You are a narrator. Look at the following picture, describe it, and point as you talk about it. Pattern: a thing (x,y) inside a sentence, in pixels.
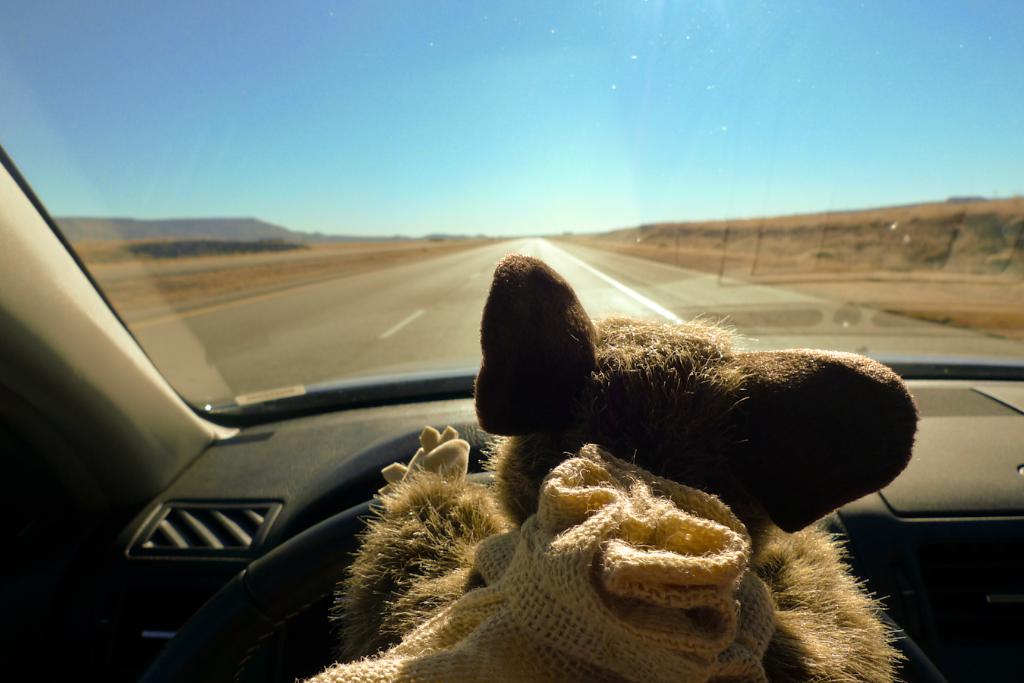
This image is taken from inside the car (332,544). In the car (335,556) we can see there is a toy (488,579) on the steering (274,581). In the background (259,287) there is a road (443,268) and sky (303,179).
